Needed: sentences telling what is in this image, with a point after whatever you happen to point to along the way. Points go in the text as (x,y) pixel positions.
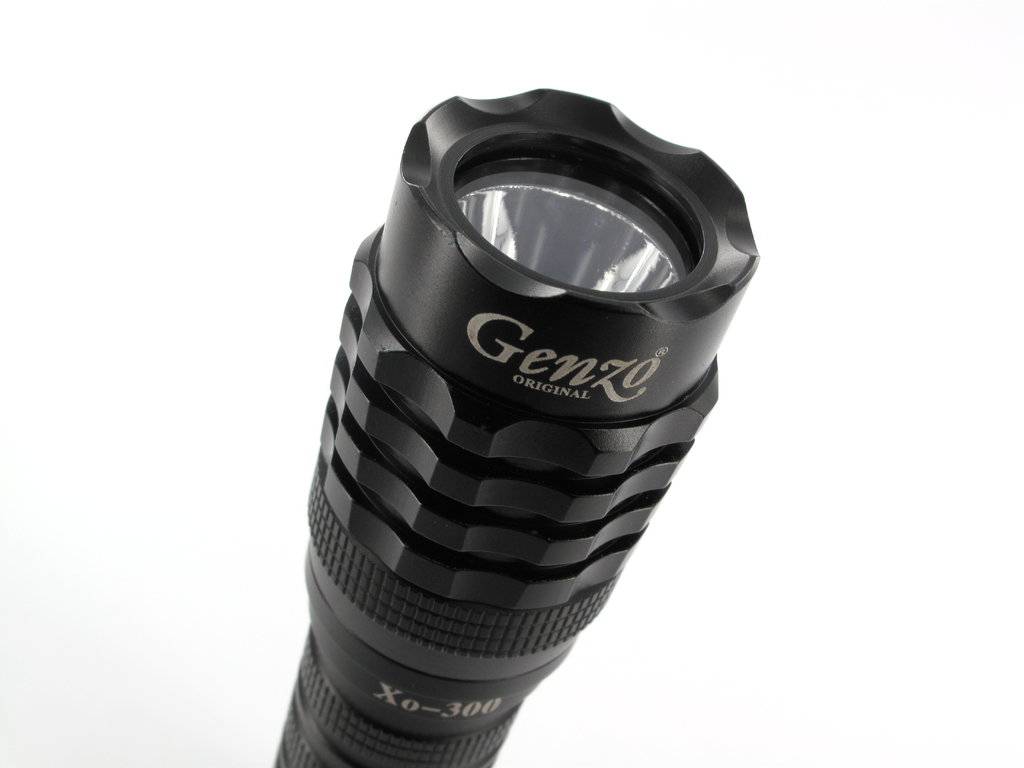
This picture contains a torch light (559,517). It is black in color. On top of it, it is written as "Genzo". In the background (1003,197), it is white in color.
